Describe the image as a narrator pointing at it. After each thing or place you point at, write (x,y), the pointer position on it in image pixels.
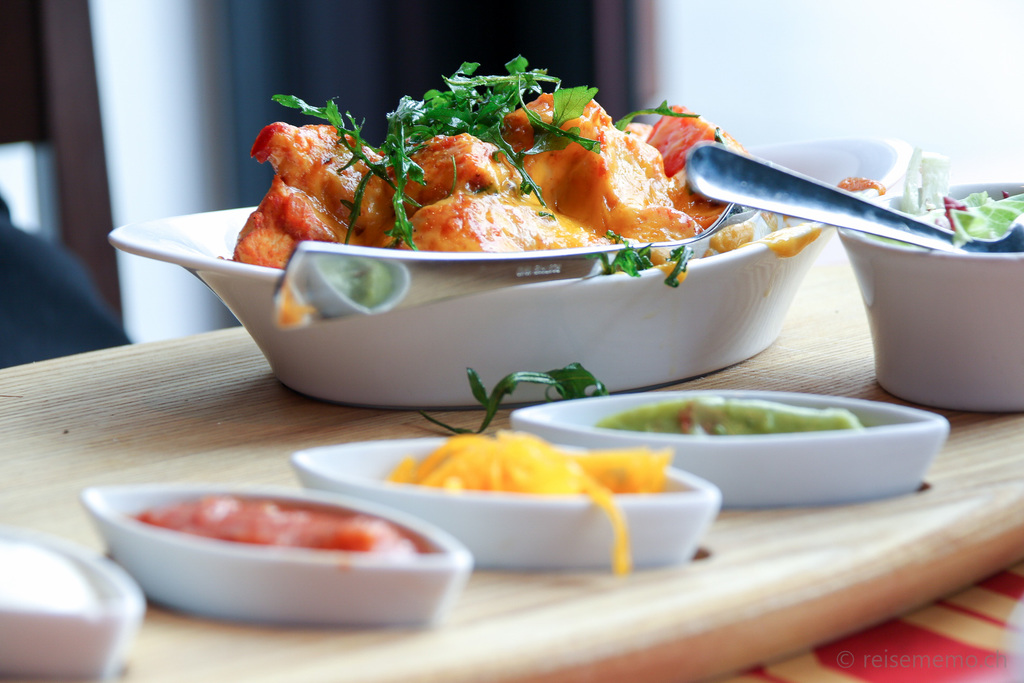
In the foreground of the picture (702,262) we can see food items (636,272), spoons (719,185), bowls (581,342) on a wooden platter (27,471). The background (848,89) is blurred.
